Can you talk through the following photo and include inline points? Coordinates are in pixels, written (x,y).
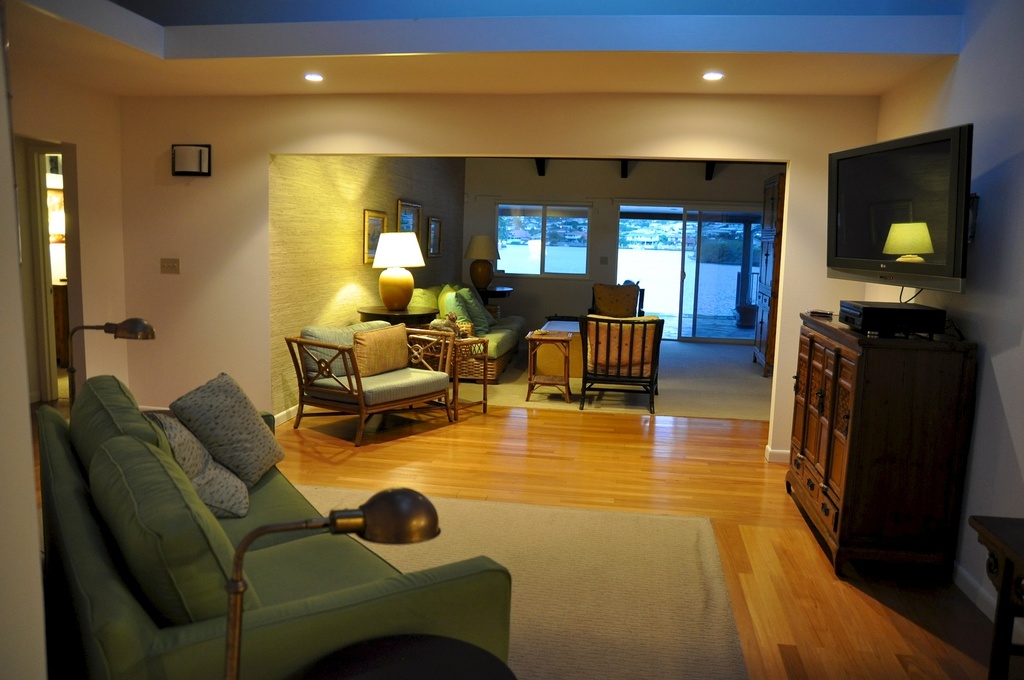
In this picture there is a couch (144,522) with two pillows (261,473) and has a television (838,266) on the right (864,253).
